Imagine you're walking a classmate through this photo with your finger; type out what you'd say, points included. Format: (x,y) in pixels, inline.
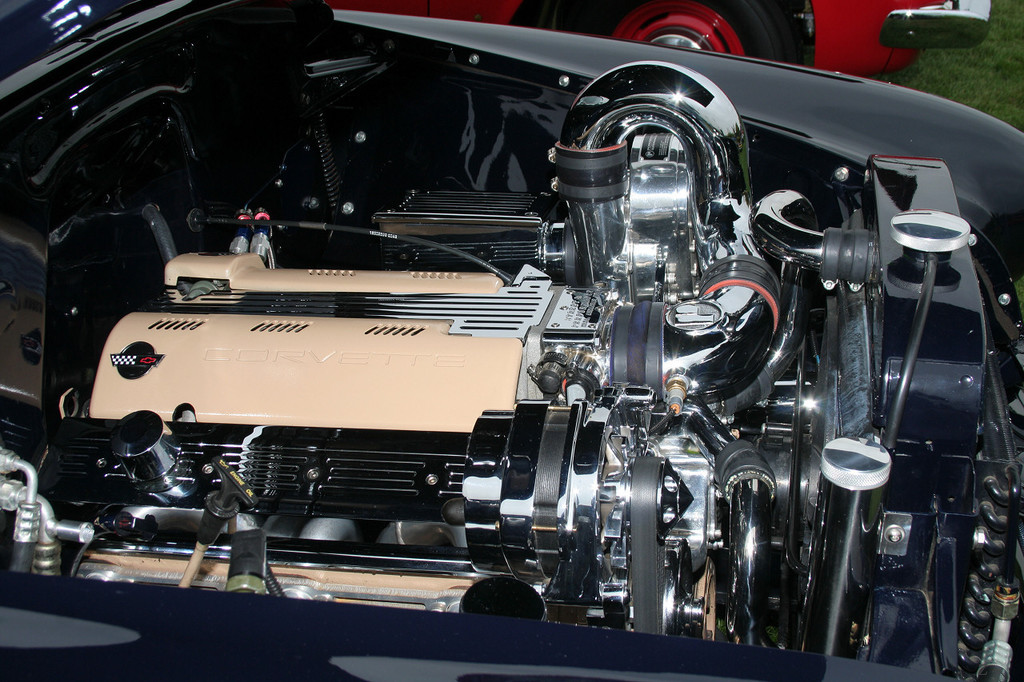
In this picture we can see vehicle parts (767,395). Here we can see grass (987,83) and a vehicle (815,37) which is truncated.
